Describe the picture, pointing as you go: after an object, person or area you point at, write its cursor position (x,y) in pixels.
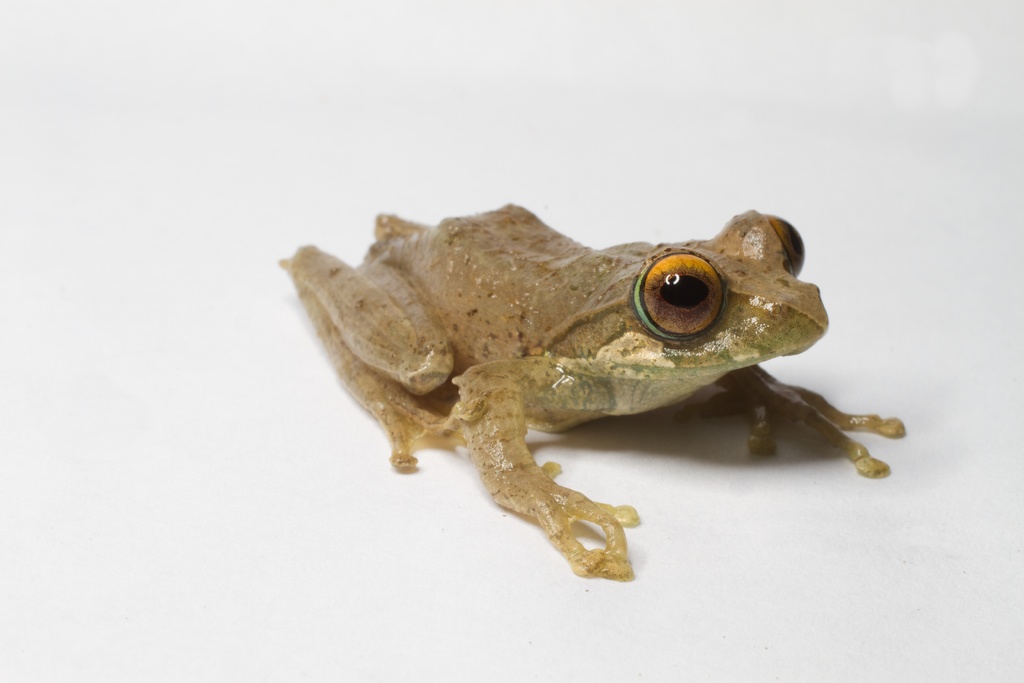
In this image we can see a frog (466,380).
